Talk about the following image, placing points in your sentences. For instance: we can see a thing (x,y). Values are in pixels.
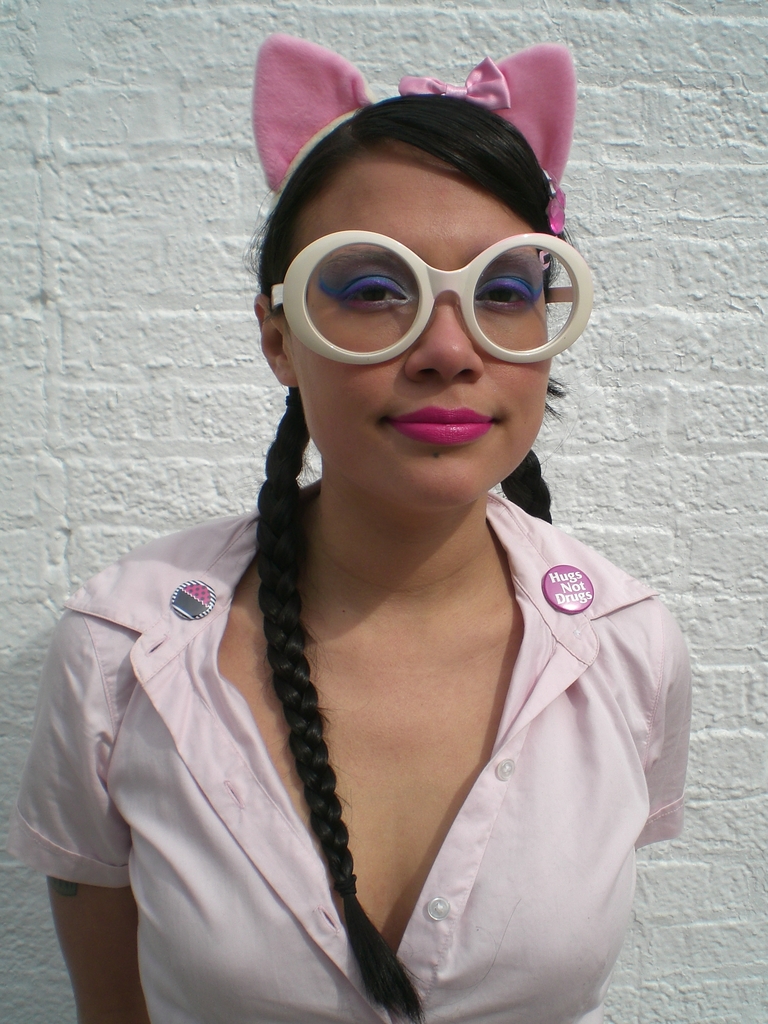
In this image we can see a woman (331,875) wearing dress (494,809), headband (508,93) and spectacles (506,350) is standing. In the background (767,806) we can see the wall (616,435).
